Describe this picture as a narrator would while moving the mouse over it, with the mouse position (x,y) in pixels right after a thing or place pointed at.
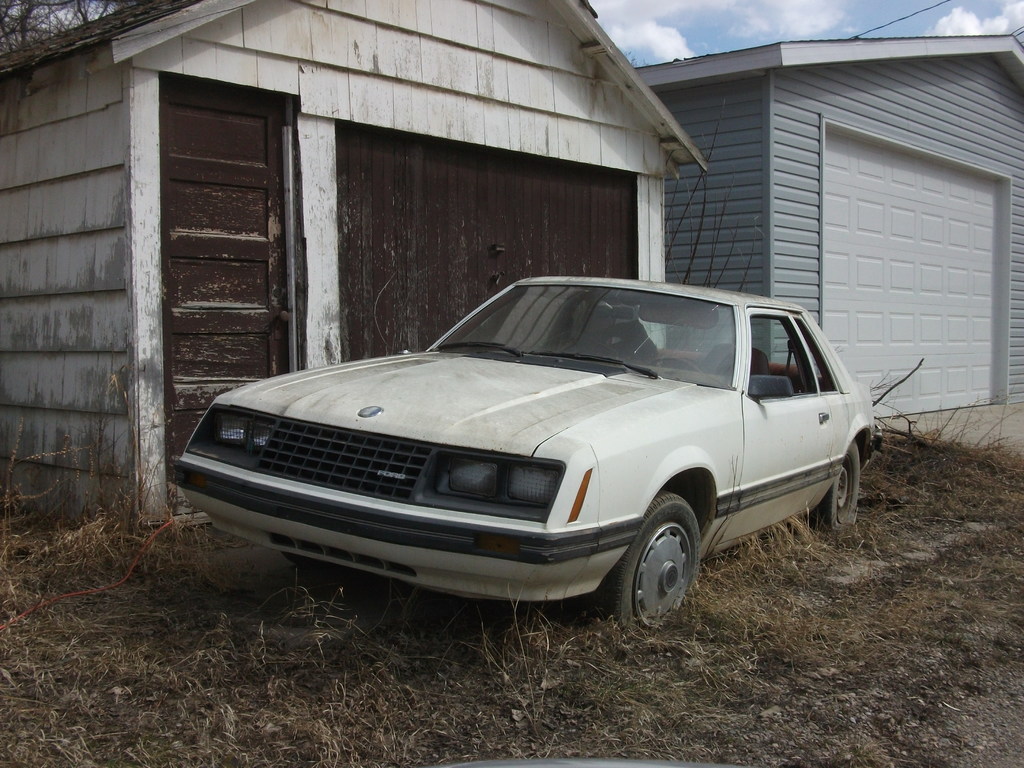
In the picture there is a vehicle (747,471) on the ground (942,471), beside there are houses (681,122), there is a sky (723,28) with clouds (660,38).
